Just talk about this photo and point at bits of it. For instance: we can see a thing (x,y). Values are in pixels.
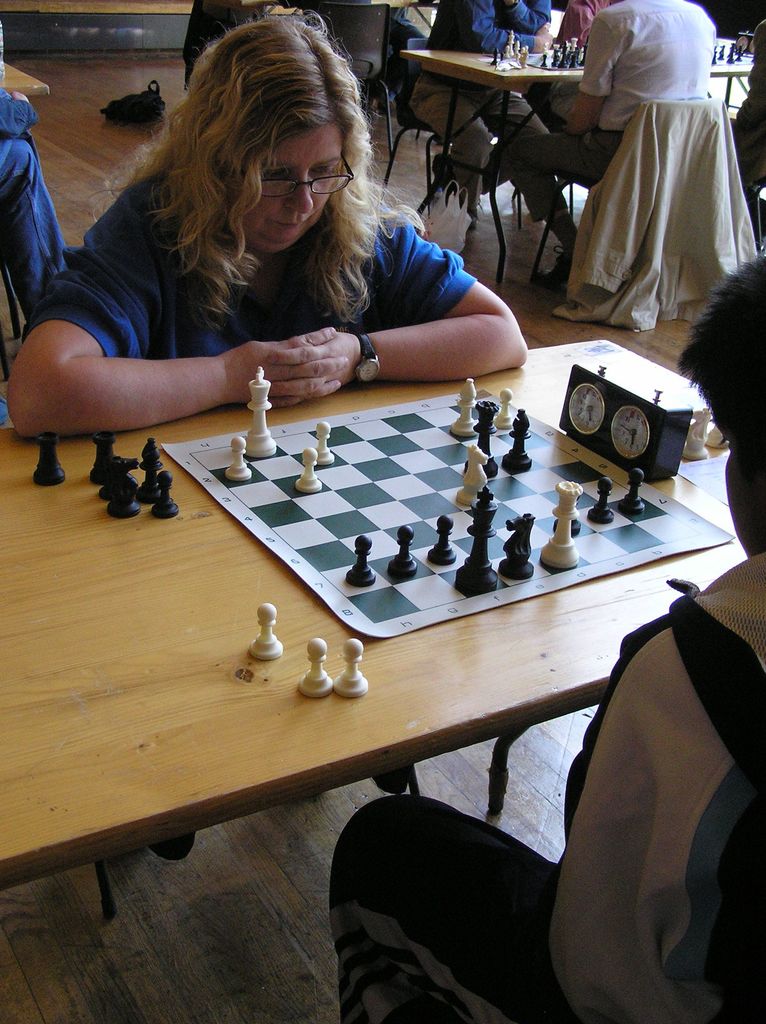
As we can see in the image there are few people (273,125) here and there and there are chairs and tables (493,83). On table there is a chess board (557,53) and coins (521,61). On floor (97,147) there is a black color bag (116,109) and the women (195,264) who is sitting over here is wearing blue color dress (153,240).
